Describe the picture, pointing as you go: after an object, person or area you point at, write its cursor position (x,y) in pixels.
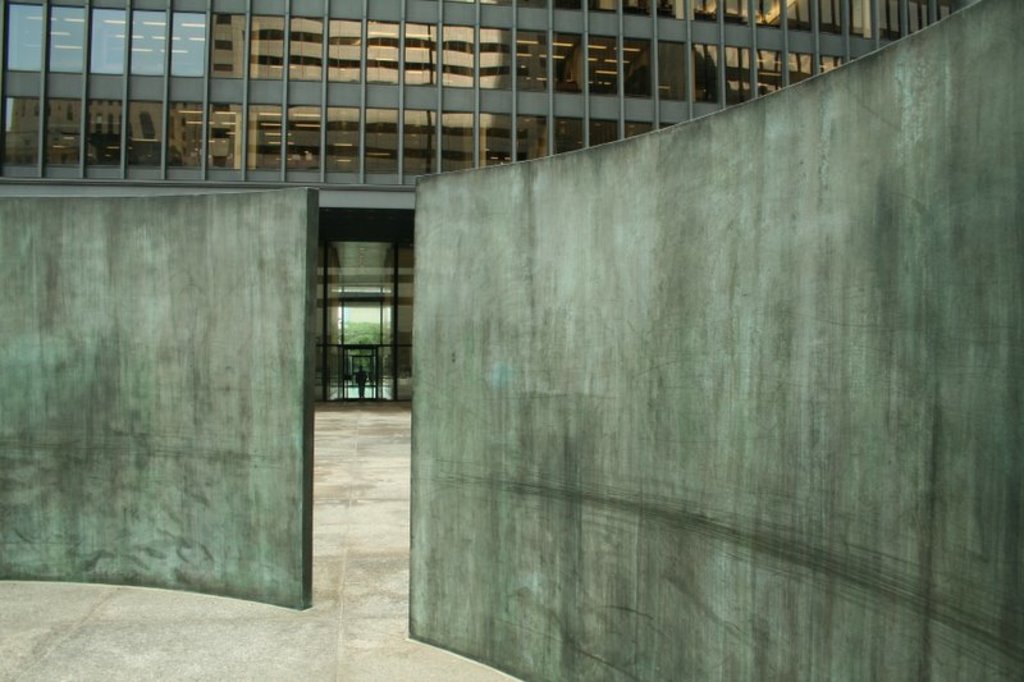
Front we can see wall (604,281). This is building (423,91) with glass windows (19,38). On this glass windows (517,48) there is a reflection (507,39) of another building (392,29).
